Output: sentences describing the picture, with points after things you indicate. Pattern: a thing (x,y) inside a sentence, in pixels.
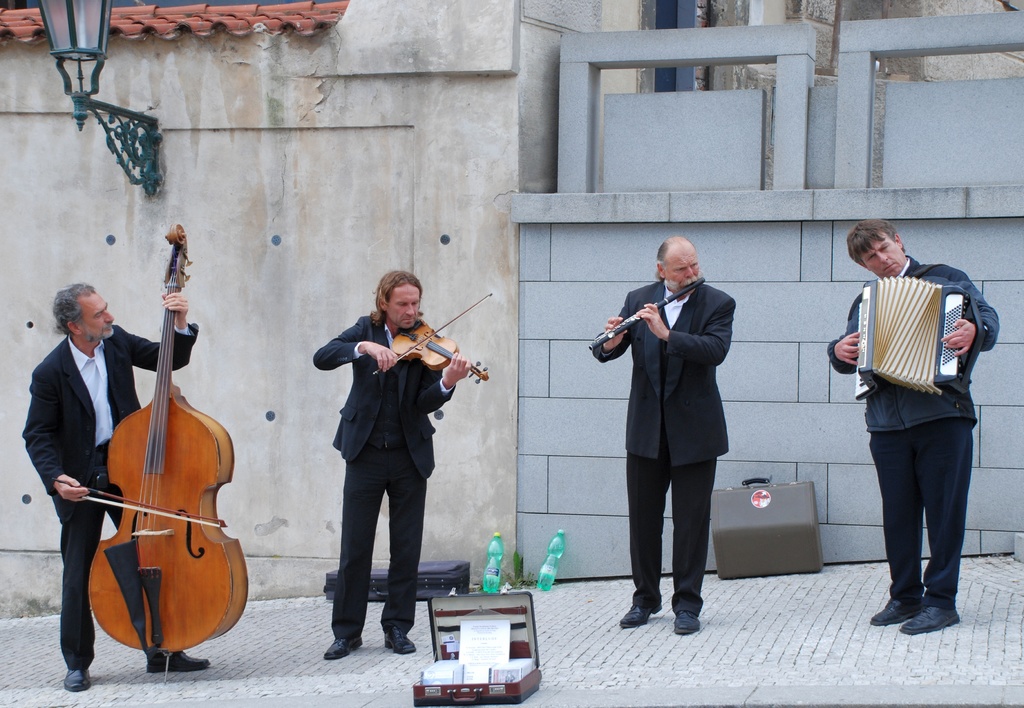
In this image I see 4 men (55,371) who are on the path (7,624) and all of them are holding the musical instruments (935,325), I can also see 3 suitcases (515,701) and 2 bottles (544,577) over here. In the background (30,90) I see the wall (30,90) and the street light (154,145).
